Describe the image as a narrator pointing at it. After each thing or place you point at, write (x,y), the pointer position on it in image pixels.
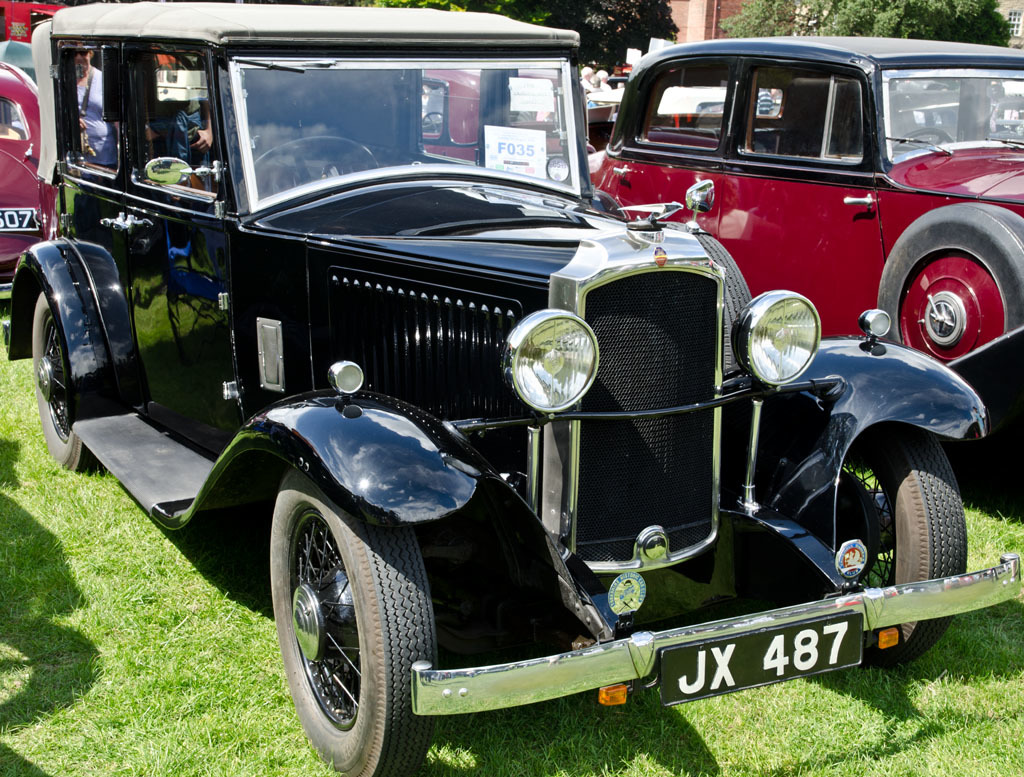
There are many vehicles (265,155) with number plate (734,663). On the ground (192,619) there is grass (775,709). In the background (734,35) there are trees (734,35).
